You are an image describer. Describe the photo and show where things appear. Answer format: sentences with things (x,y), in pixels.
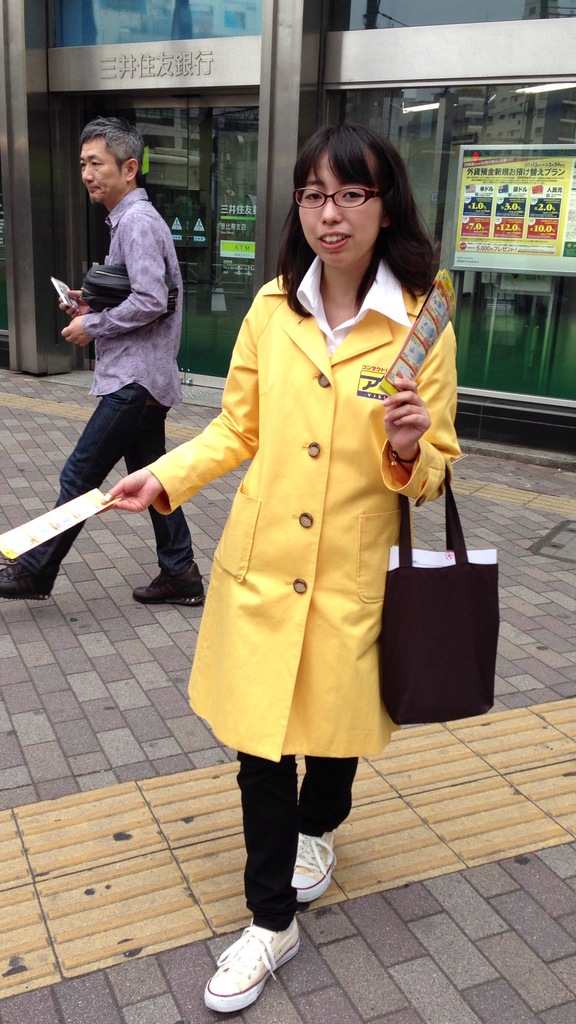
In the picture I can see a woman (377,468) wearing yellow dress (366,461) is standing and holding few pamphlet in their hands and there is another person (161,337) standing behind her and there is a glass building (315,90) in the background (338,82).
